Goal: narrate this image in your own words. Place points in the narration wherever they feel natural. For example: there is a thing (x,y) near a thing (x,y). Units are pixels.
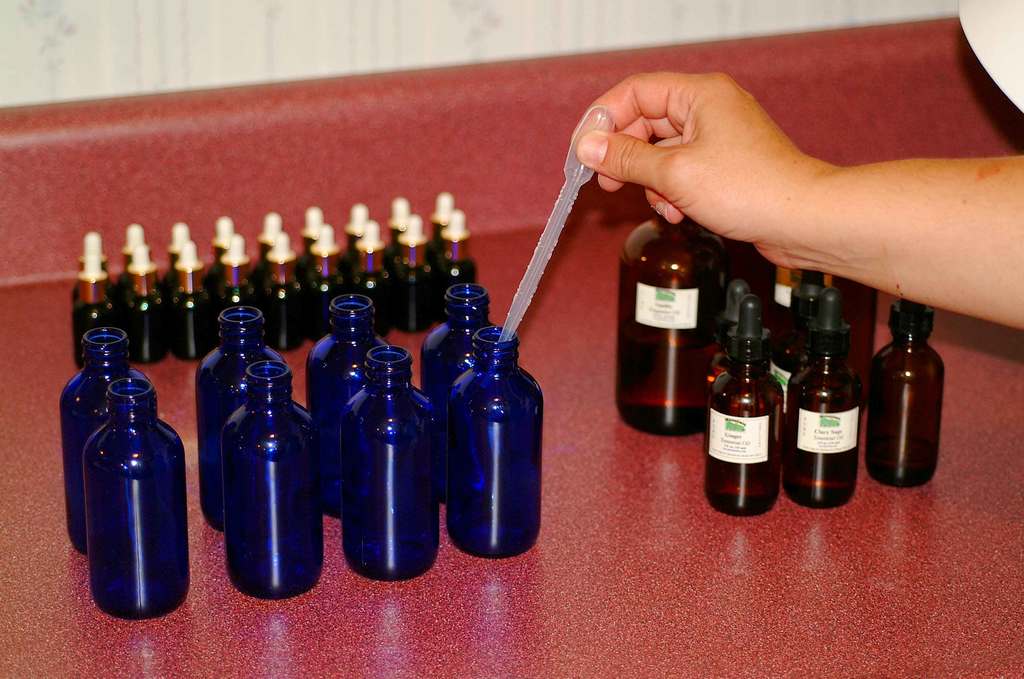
In this picture there are some medicinal bottles (238,315) at the left (327,371) and right side of the image (939,420) which are placed on the table (186,399).
